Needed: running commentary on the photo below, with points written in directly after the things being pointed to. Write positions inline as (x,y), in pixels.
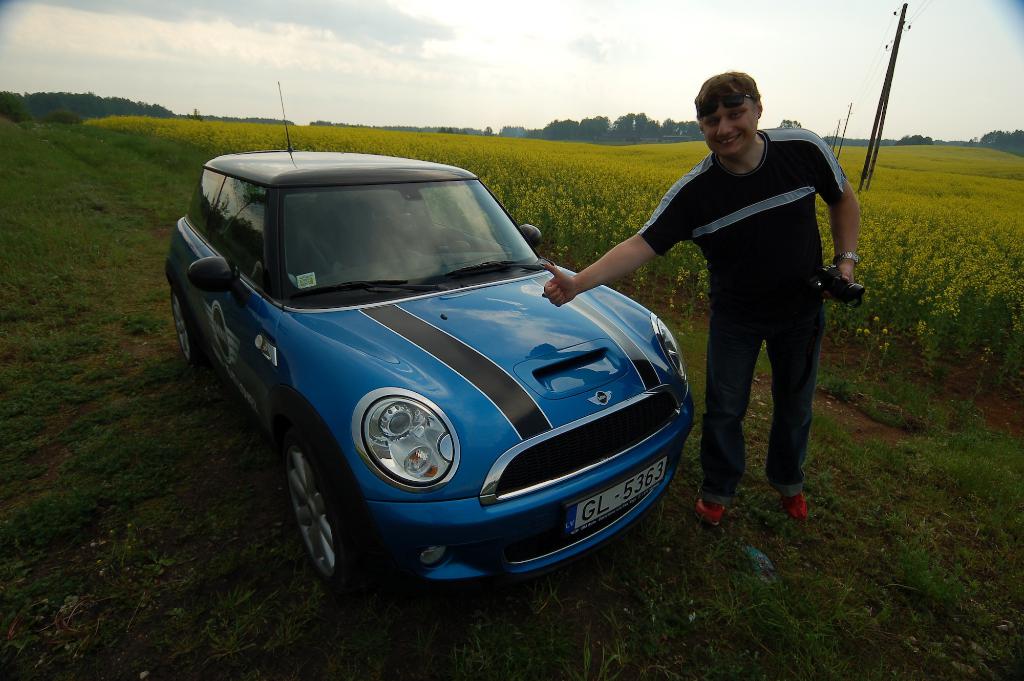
In this image we can see a blue color car (450,389) and one man (778,274) is standing. He is wearing black color t-shirt (757,215) with jeans (804,344) and holding some thing (830,287) in his hand (849,273). Background of the image (571,166) field (953,176) is there. The sky (358,121) is covered with cloud (497,54) and electric poles (895,48) and wires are present. Left side of the image (118,404) land (115,417) is covered with grass (116,434).
